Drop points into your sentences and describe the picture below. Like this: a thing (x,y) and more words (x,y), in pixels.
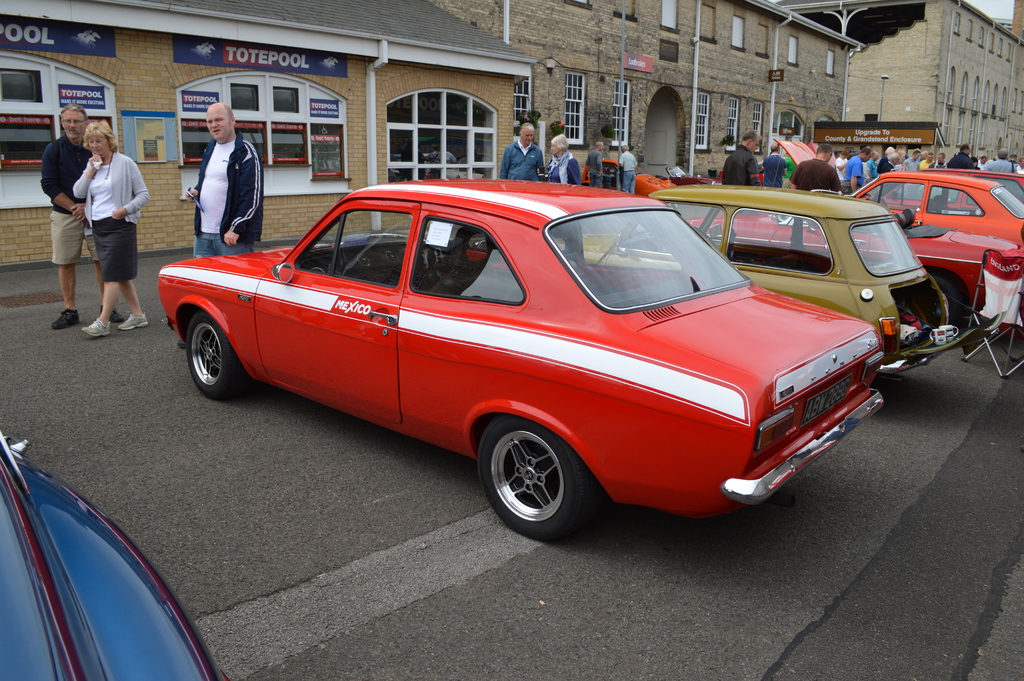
In this image we can see many cars (730,338) placed on the road (112,335). In the background (667,133) there are group of people (74,285), buildings (684,148), poles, sign boards (831,141) and sky (992,9).
